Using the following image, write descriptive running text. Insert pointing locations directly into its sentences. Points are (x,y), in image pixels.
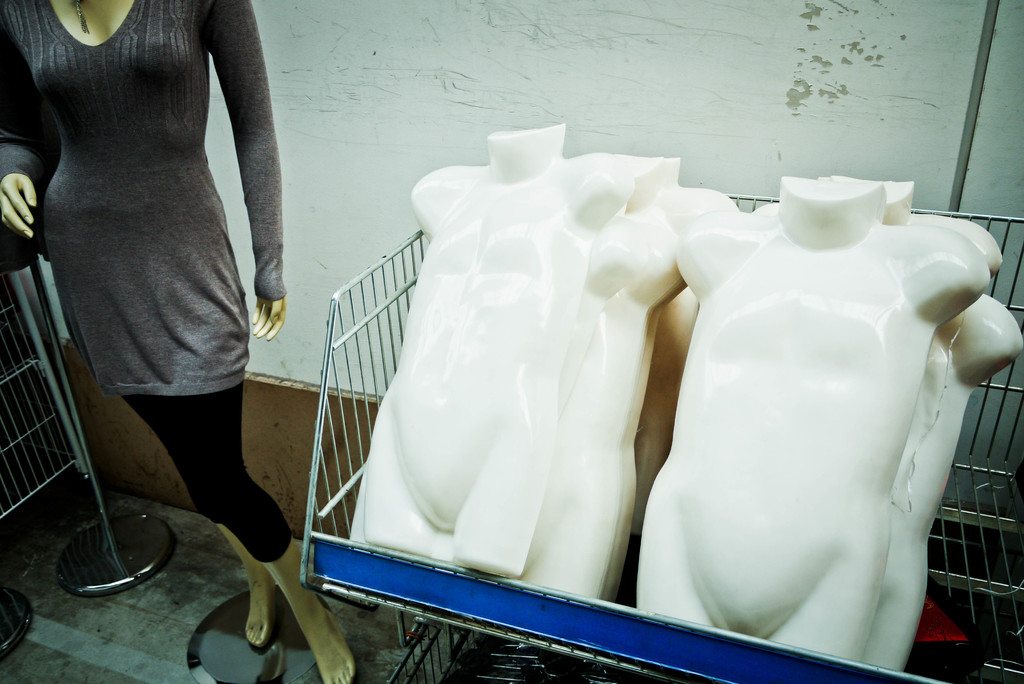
In this image we can see a mannequin (228,247) with dress (201,219) placed on the ground (183,633). On the right side of the image (747,334) we can see a group of mannequins (935,487) placed on the cart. In the background (53,426), we can see the poles (58,402), grill (20,438) and the wall (408,85).
